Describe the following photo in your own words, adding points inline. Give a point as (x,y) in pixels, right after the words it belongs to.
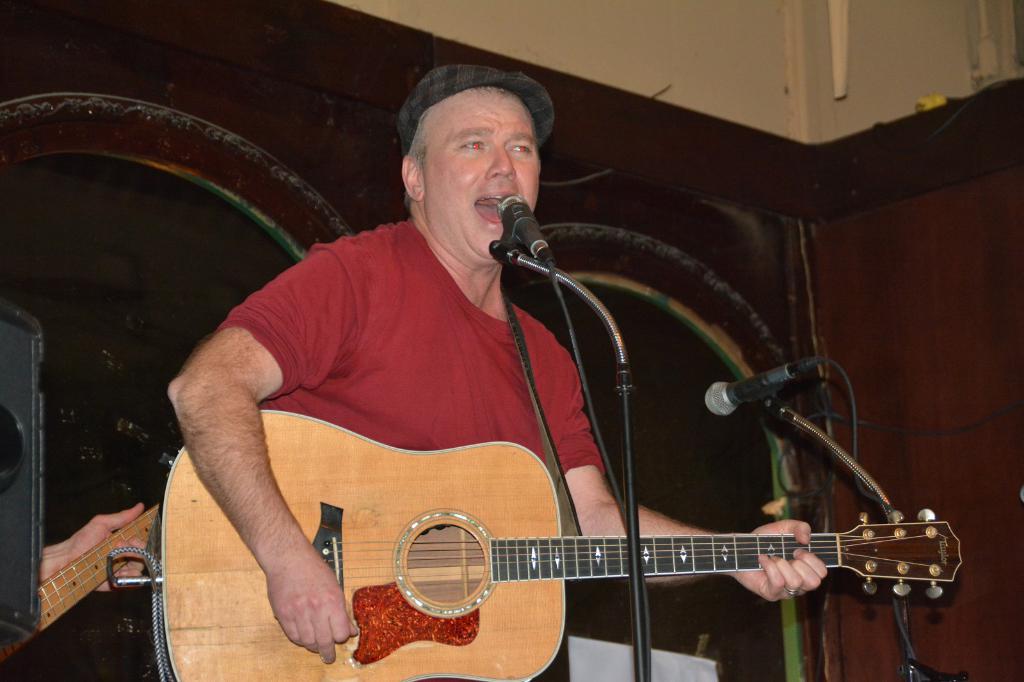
This picture is clicked inside the room (108,65). Here, the man (408,354) in red t-shirt (408,354) is holding guitar (369,538) in his hands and he is playing it. He is even singing song on microphone (534,223). Behind him, we see a brown and cream color wall (789,108). Beside him, we see a speaker (41,474).
